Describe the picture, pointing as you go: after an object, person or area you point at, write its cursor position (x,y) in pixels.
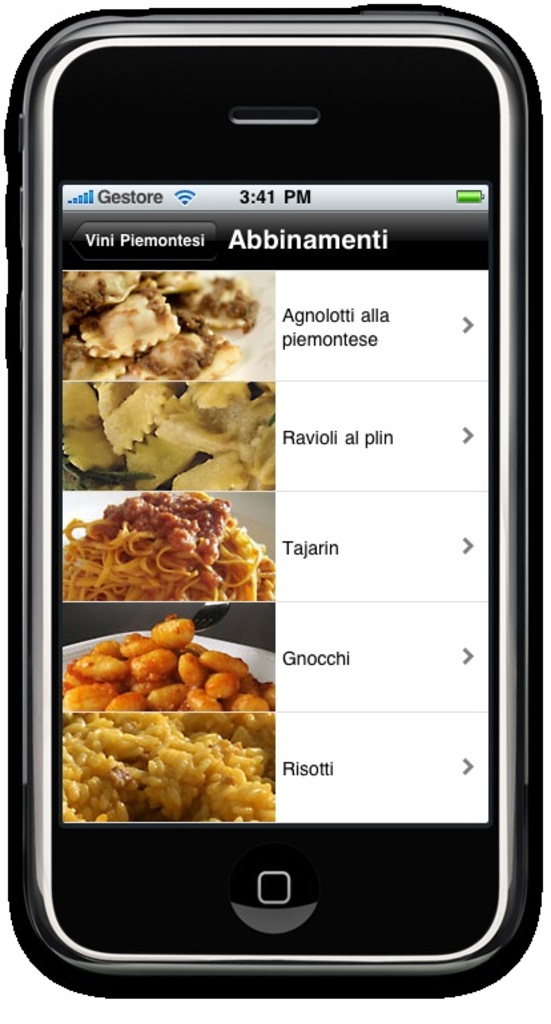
There is a mobile phone (190,553) with food items (218,600) and names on that.
